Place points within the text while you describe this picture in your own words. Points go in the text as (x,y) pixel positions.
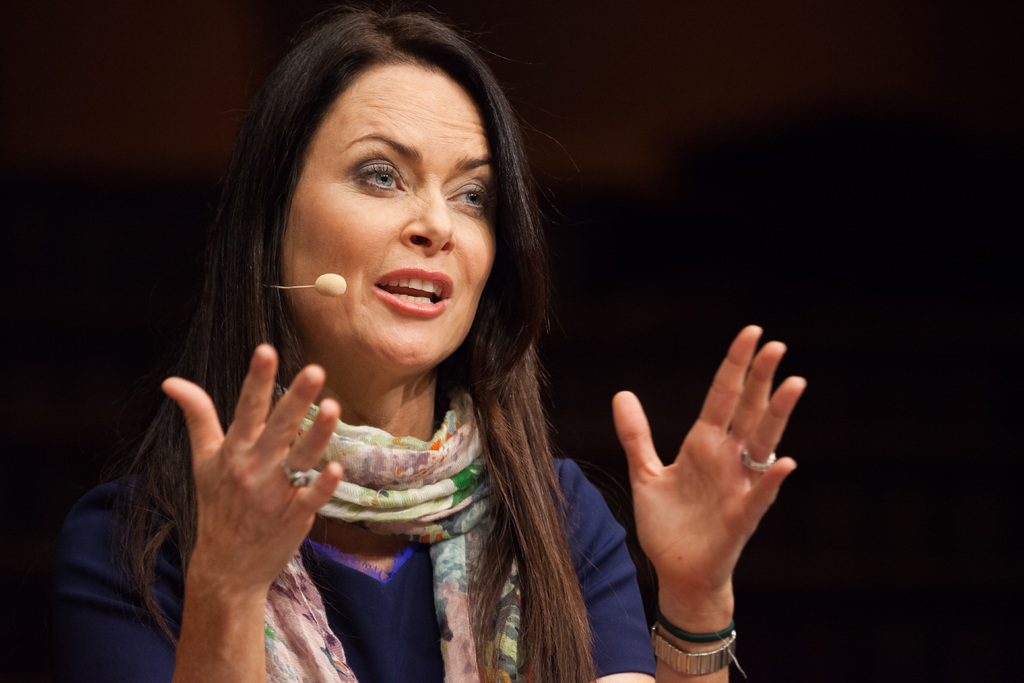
In the image we can see there is a lady (421,304) and she is wearing scarf (392,519). There is a mouth mic (319,285).
